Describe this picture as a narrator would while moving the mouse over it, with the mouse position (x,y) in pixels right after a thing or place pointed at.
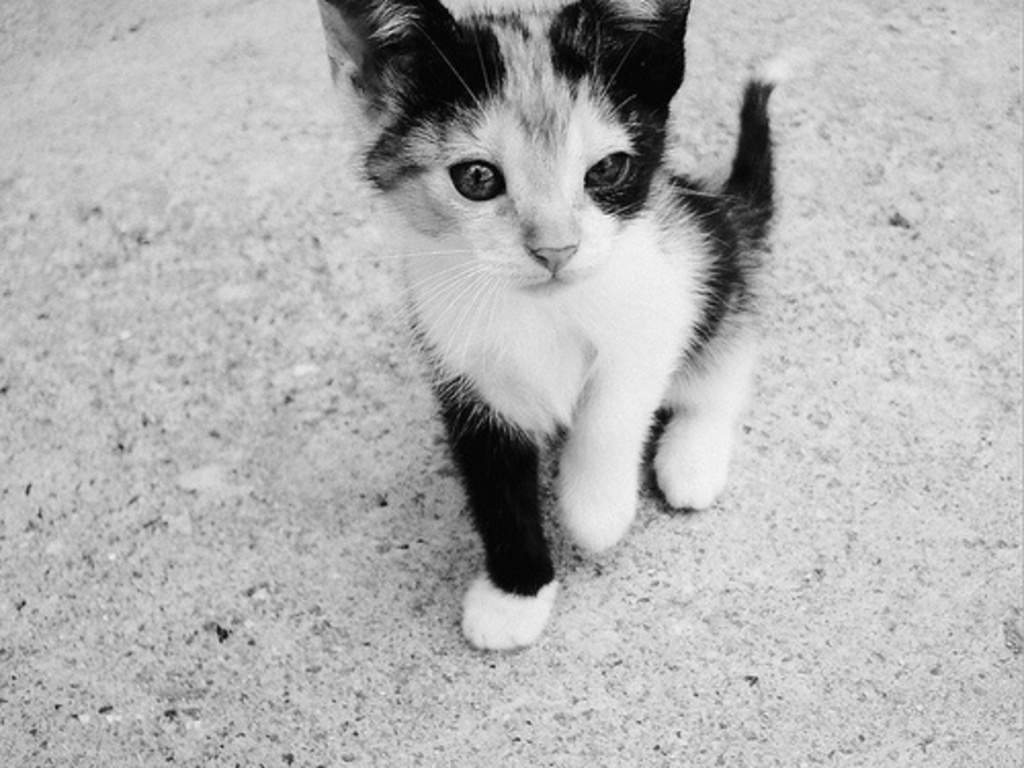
In this picture I can see the cat (498,249) on the surface (441,517).
